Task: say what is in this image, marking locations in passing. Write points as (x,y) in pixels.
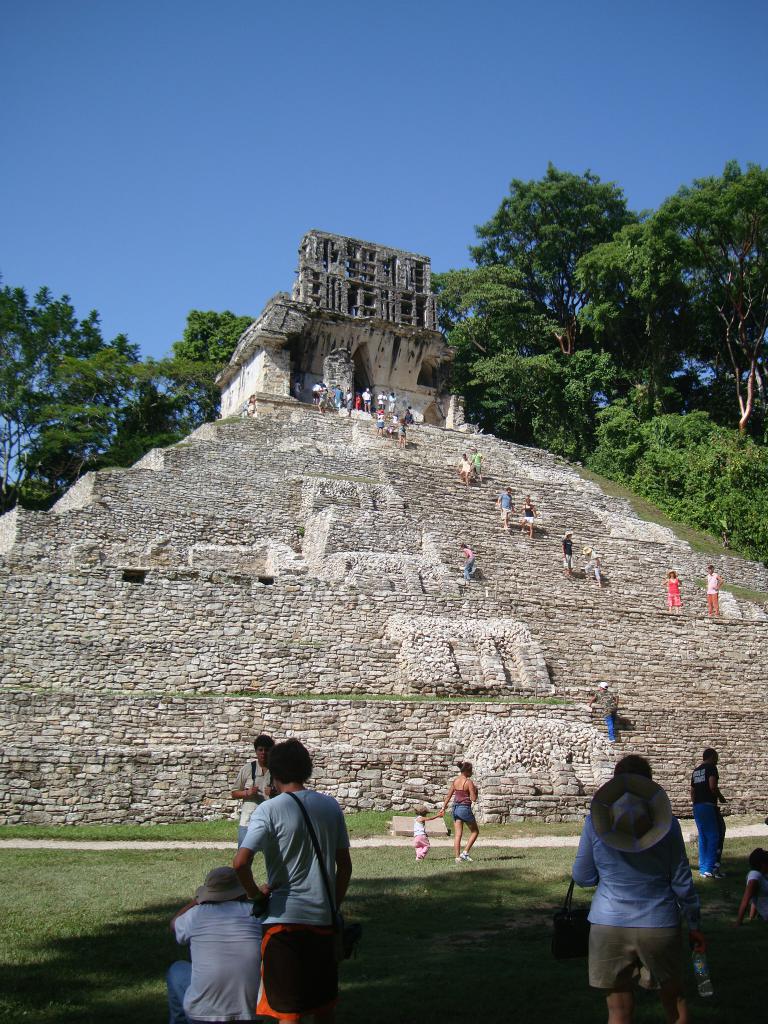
This picture is clicked outside. In the foreground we can see the group of persons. In the center (399,351) there is a fort (345,426) and we can see the group of persons (402,421) climbing the stairs (581,548) of a fort (377,371). In the background (319,136) there is a sky (141,118), trees (654,434) and some plants (619,451).
